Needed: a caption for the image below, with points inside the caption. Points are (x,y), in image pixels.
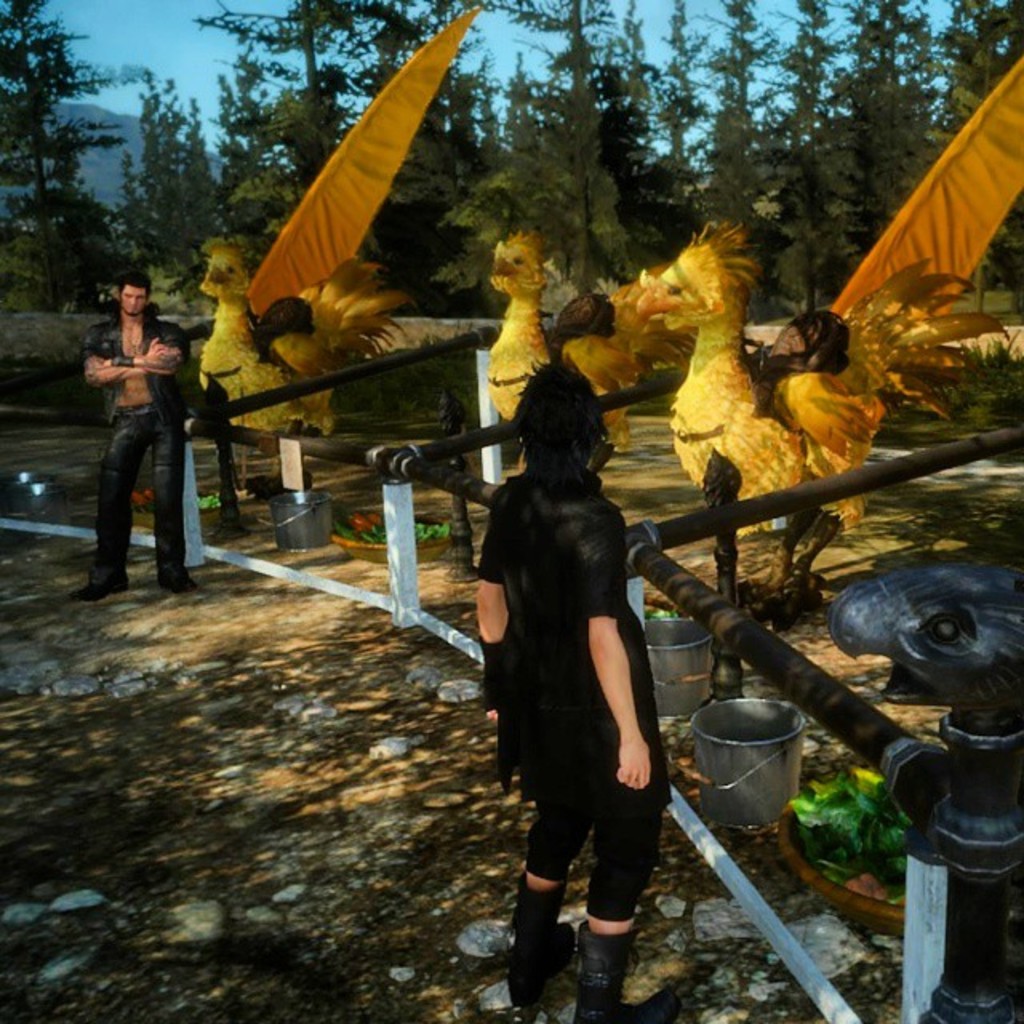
In this picture I can see animation of people (527,787) and animals (652,366). I can also see a fence (782,655), trees (229,97) and the sky (399,46). In the background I can also see buckets (734,768), plants (847,823) and other objects (837,895) on the ground (793,899).
